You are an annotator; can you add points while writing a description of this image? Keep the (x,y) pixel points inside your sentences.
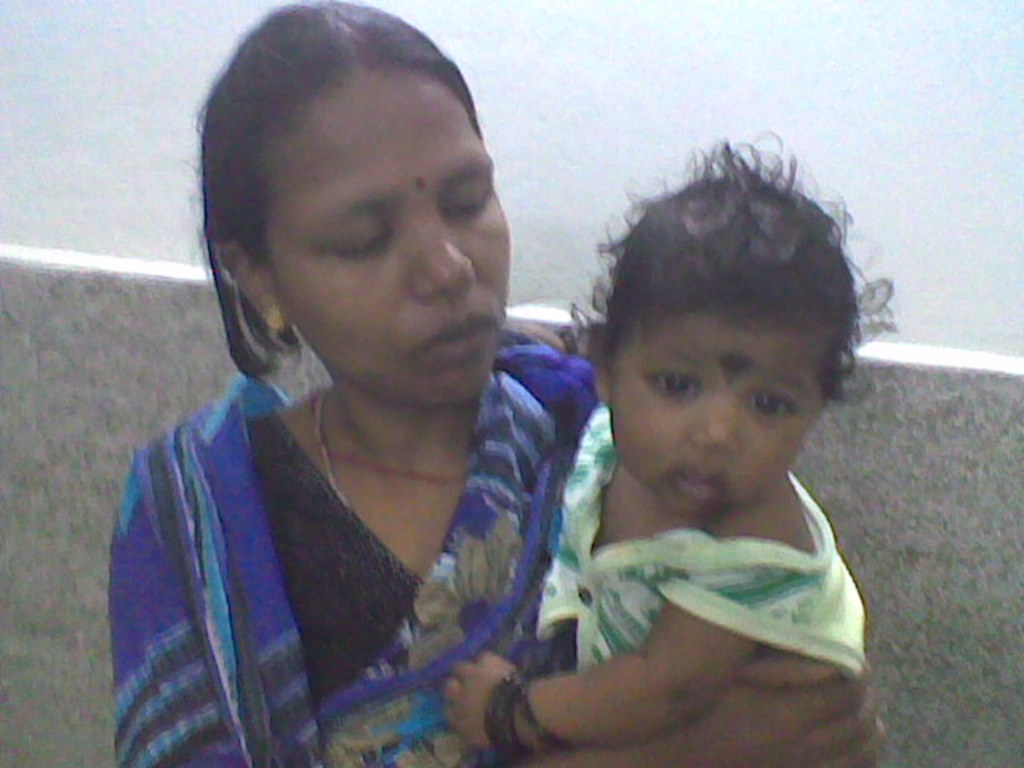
In this image we can see a woman (466,274) holding baby (622,269).
